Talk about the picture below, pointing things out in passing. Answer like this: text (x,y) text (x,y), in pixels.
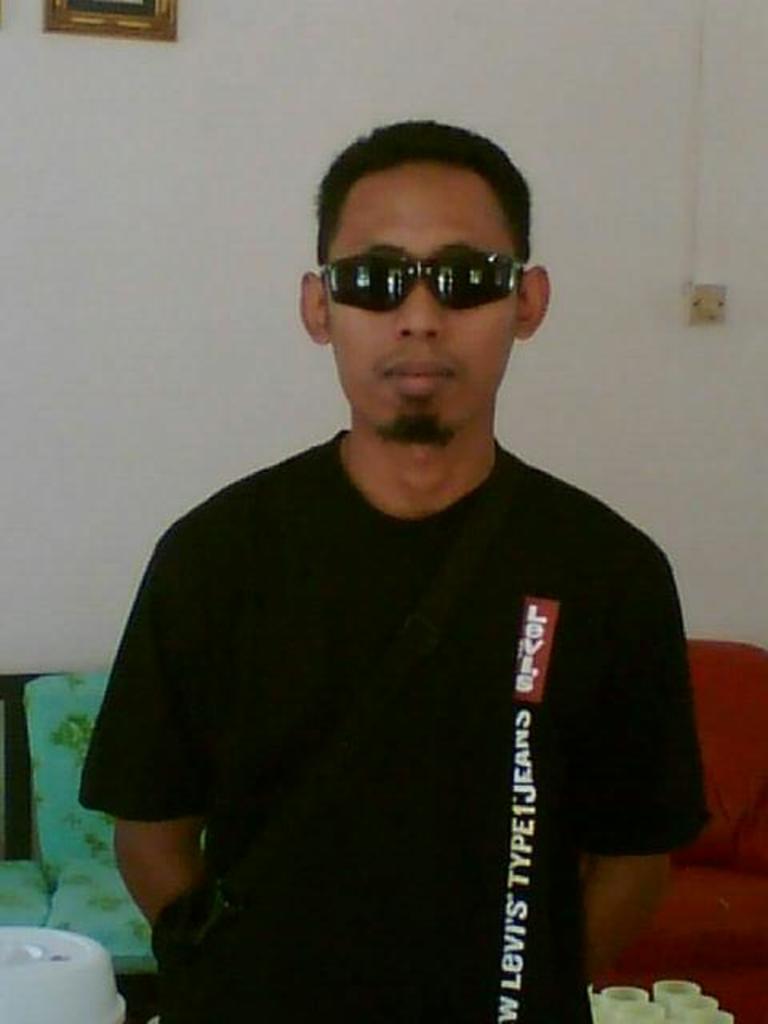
In this picture there is a man (540,302) who is wearing goggles (360,292), t-shirt (259,662) and he is standing near to the tables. On the table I can see the cups (645,997) and container (50,986). In the back (96,864) I see the pillows (36,899) on the couch (748,827). In the top left corner (125,24) there is a frame (134,22) which is placed on the wall (154,79). On the right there is a socket (696,319).
